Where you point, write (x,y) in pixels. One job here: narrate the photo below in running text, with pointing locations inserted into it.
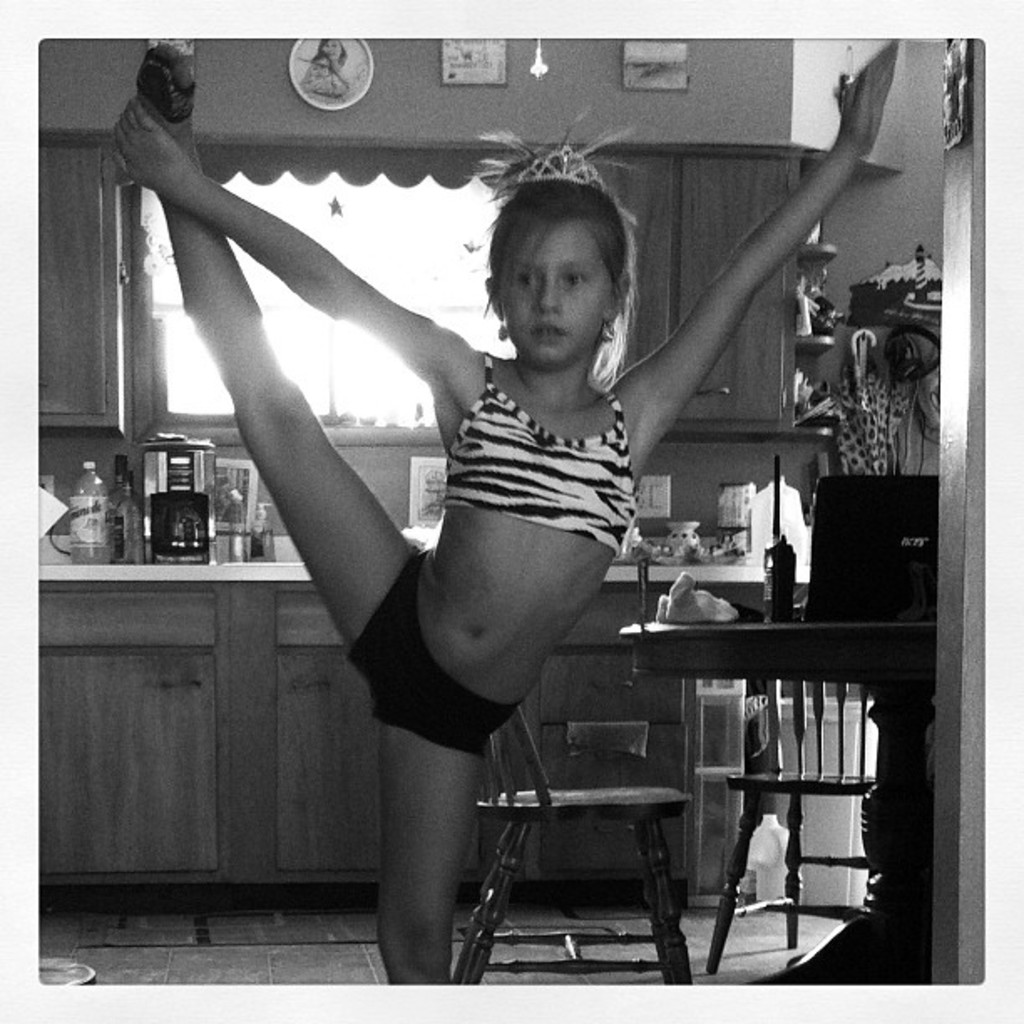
In this image, human (567,482) is lifting her leg (205,290). At the background (707,672), we can see table (809,662), chairs (750,738), few items (812,599) are placed on the table (671,644). And there is a kitchen platform (85,570), so many items (224,518) are placed. We can see wall (648,459), window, frames (955,97) and plate (321,79).
